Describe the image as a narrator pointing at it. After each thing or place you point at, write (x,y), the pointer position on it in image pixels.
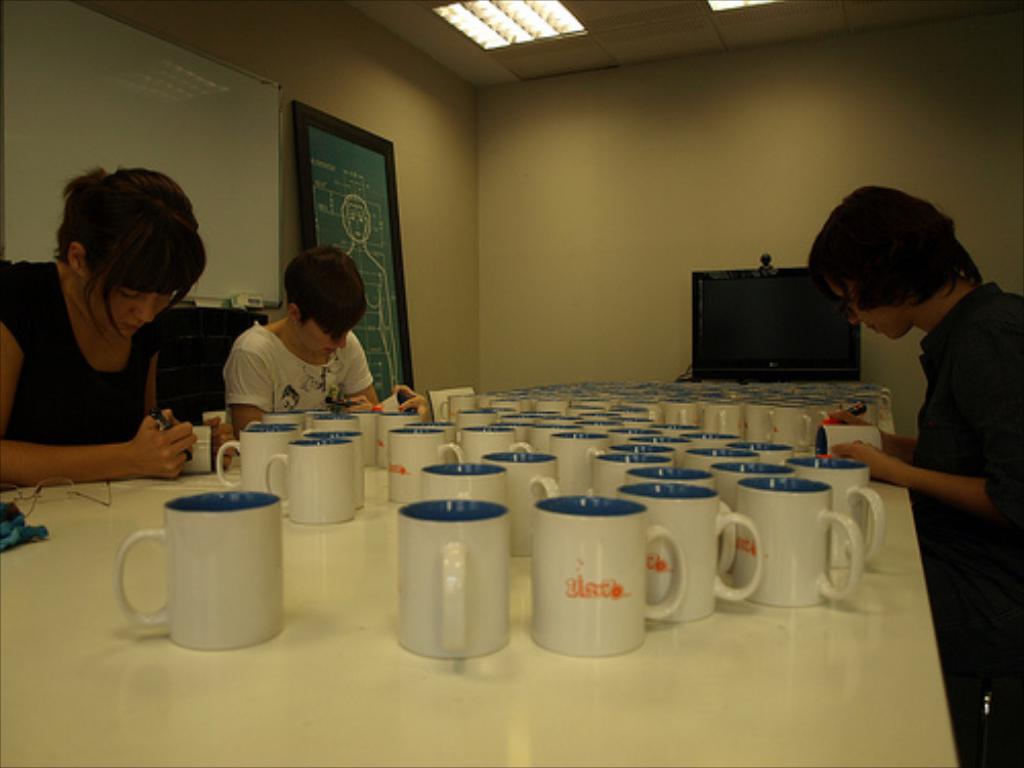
This is an inside view of a room (281,76). At the bottom (282,724) there is a table (725,714) on which there are many mugs (404,478). On the right (958,386) and left side of the image (125,350) there are few persons (111,380) sitting, holding the mugs (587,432) and some other objects (860,411) in the hands (364,401). It seems like they are writing some text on the mugs (493,515). In the background (370,236) there is a board (380,284) and a monitor (758,338) attached to a wall (551,178). At the top of the image (519,13) there are two lights (529,22).
